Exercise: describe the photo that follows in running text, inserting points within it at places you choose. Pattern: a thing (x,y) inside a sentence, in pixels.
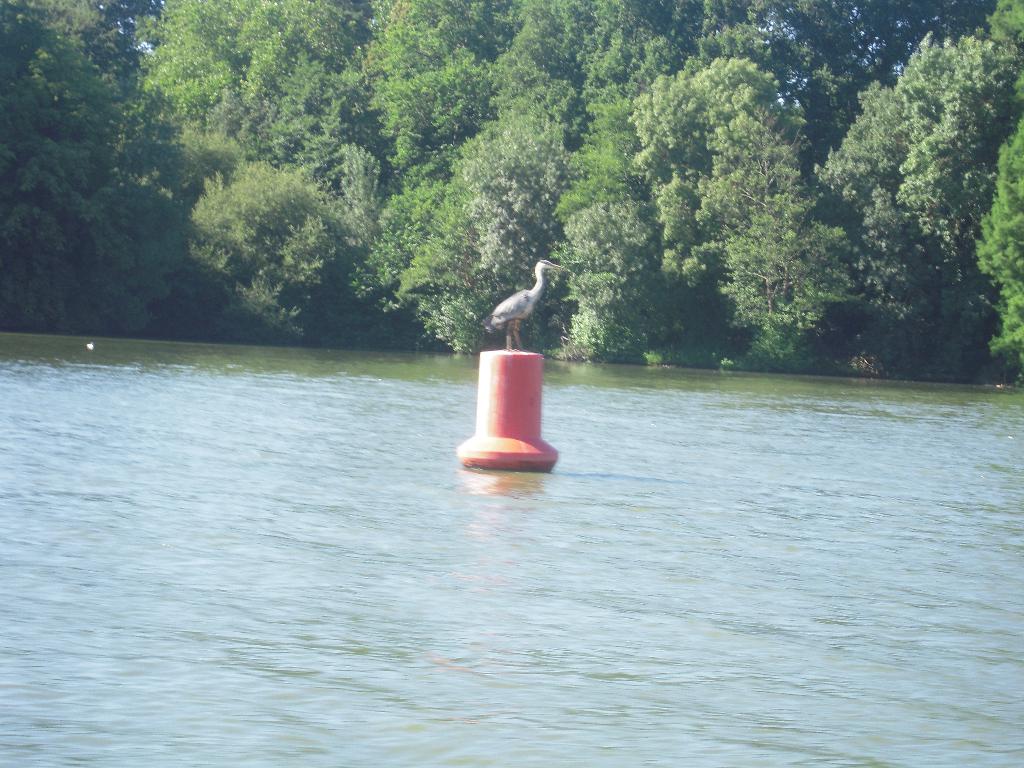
In this image there is one crane (508,328) is sitting on an object (523,387) as we can see in middle of this image (511,359). There are some trees (417,166) on the top of this image (552,196) and there is a sea (669,644) in the bottom of this image (462,654).
